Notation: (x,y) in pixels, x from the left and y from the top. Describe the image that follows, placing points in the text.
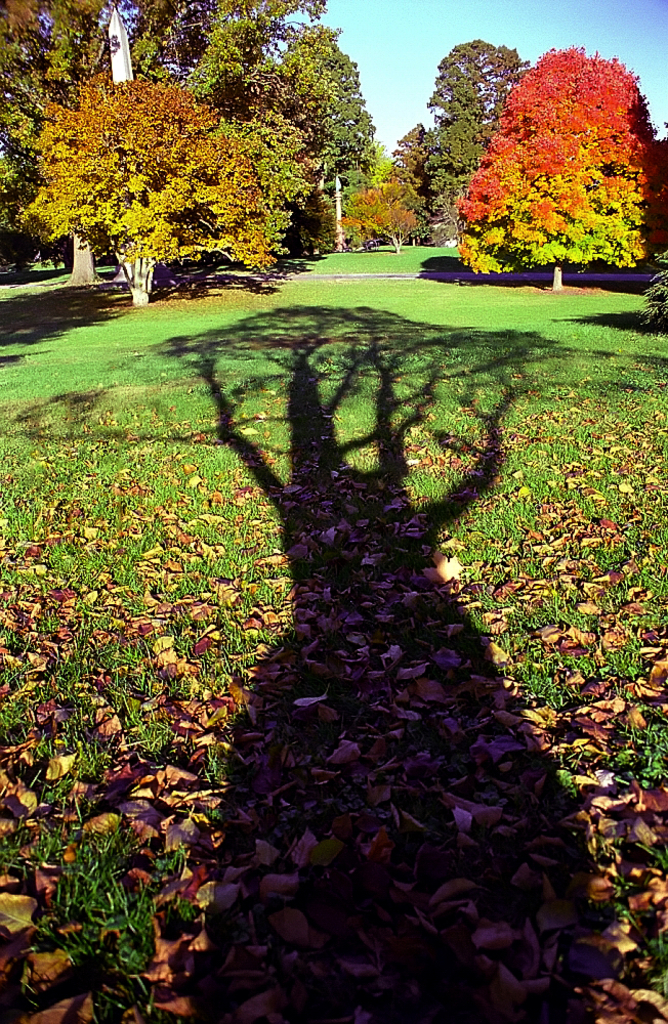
In the image we can see there is a shadow (393,602) of a tree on the ground (513,651) and the ground (427,610) is covered with dry leaves (609,693) and grass (344,367). Behind there are trees (409,150) and there is a clear sky (610,40).
